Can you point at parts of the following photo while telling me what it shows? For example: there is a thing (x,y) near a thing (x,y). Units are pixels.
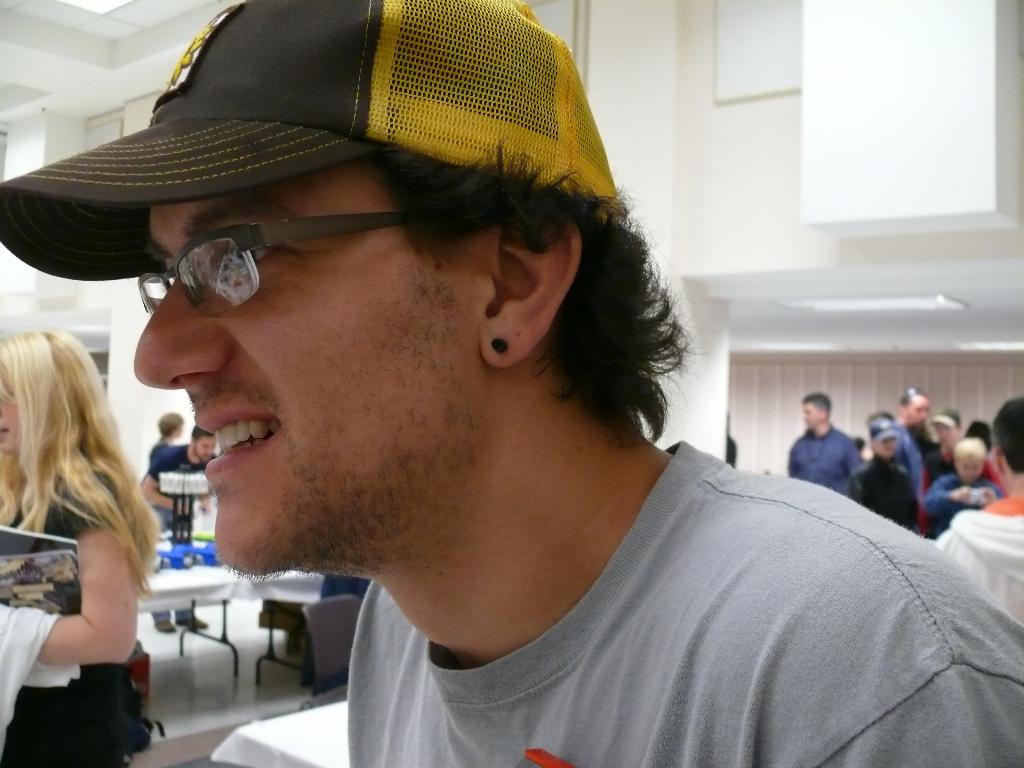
There is a man (464,523) in the foreground area of the image (602,469), there are people (868,480), it seems like tables (161,554) and windows (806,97) in the background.
